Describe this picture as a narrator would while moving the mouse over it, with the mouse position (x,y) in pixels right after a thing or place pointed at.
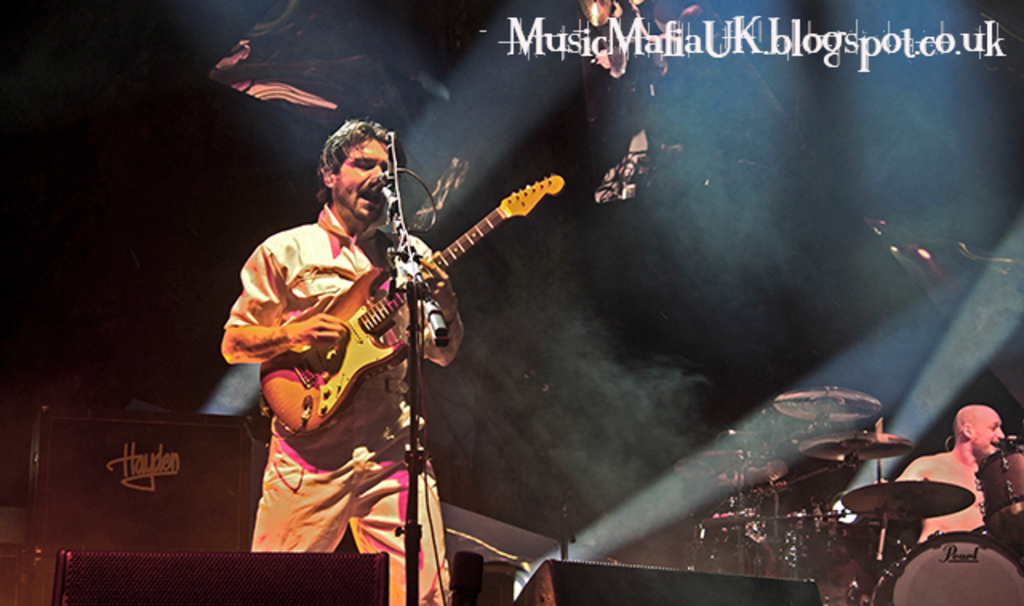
In this picture there is a man (329,247) who is playing guitar (299,355) and singing on the mic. At the bottom (720,605) we can see the speakers (158,599). On the right (960,461) there is a bald man (978,502) who is playing the drums (964,492). At the top (944,36) we can see the watermark (956,41). On the left (47,85) we can see the darkness (105,156).
